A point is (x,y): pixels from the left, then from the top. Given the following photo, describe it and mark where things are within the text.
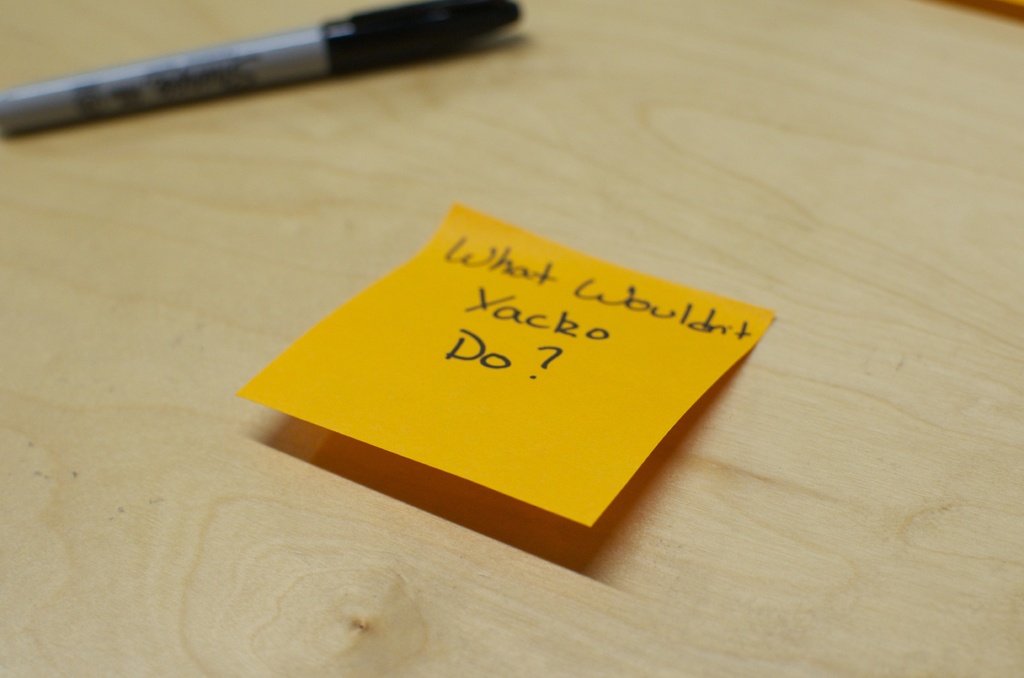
In this image there is a pen (346,64) and a paper (523,277) are on the wooden plank (803,416). On the paper (552,374) there is some text (516,313) written. Pen (374,17) is at the left top of the image (165,86).
